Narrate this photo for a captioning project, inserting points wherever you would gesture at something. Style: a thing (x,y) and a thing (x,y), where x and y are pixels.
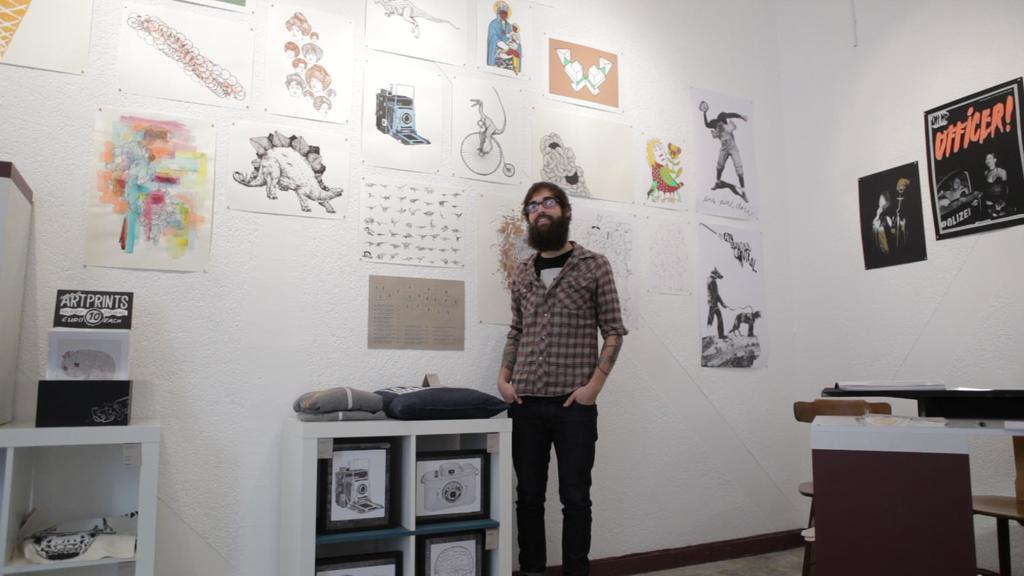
In this image I see a man (513,378) who is standing in front of the wall (987,10) and he is smiling. I can also see there are racks (497,425) and few things (431,405) in it. In the background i see few arts (387,326) and posters (69,22).
